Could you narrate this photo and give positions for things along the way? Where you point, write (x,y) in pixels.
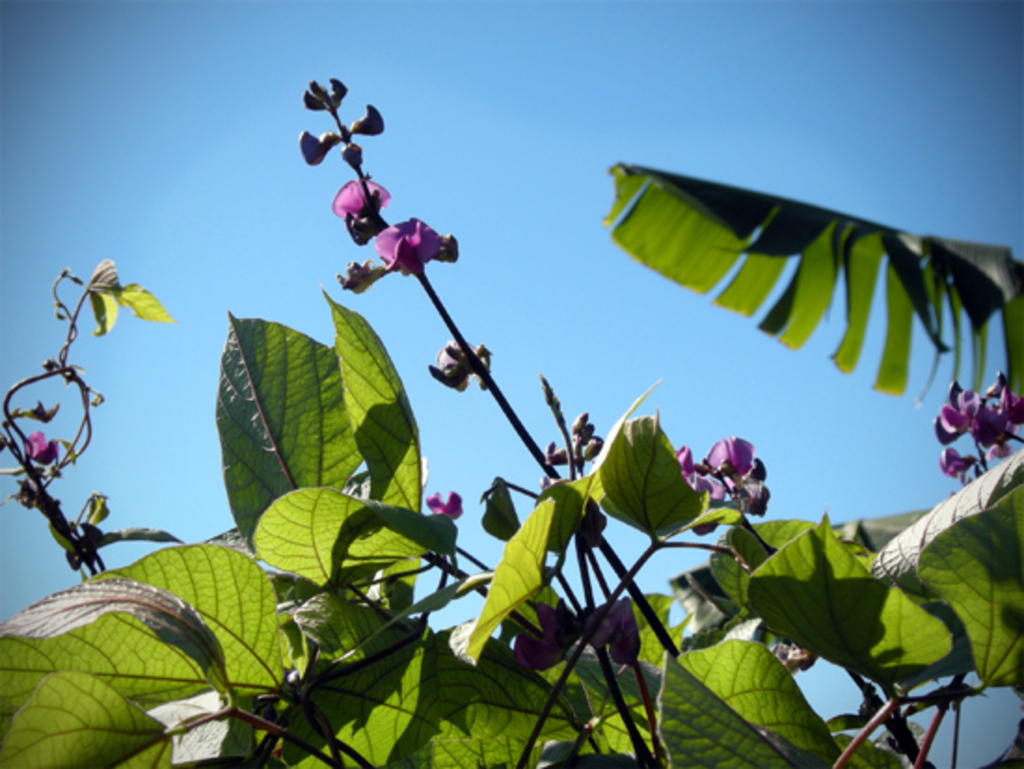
In the center of the image (448,367) we can see flowers (391,260) and trees (585,555). In the background (451,72) there is sky (222,78).
